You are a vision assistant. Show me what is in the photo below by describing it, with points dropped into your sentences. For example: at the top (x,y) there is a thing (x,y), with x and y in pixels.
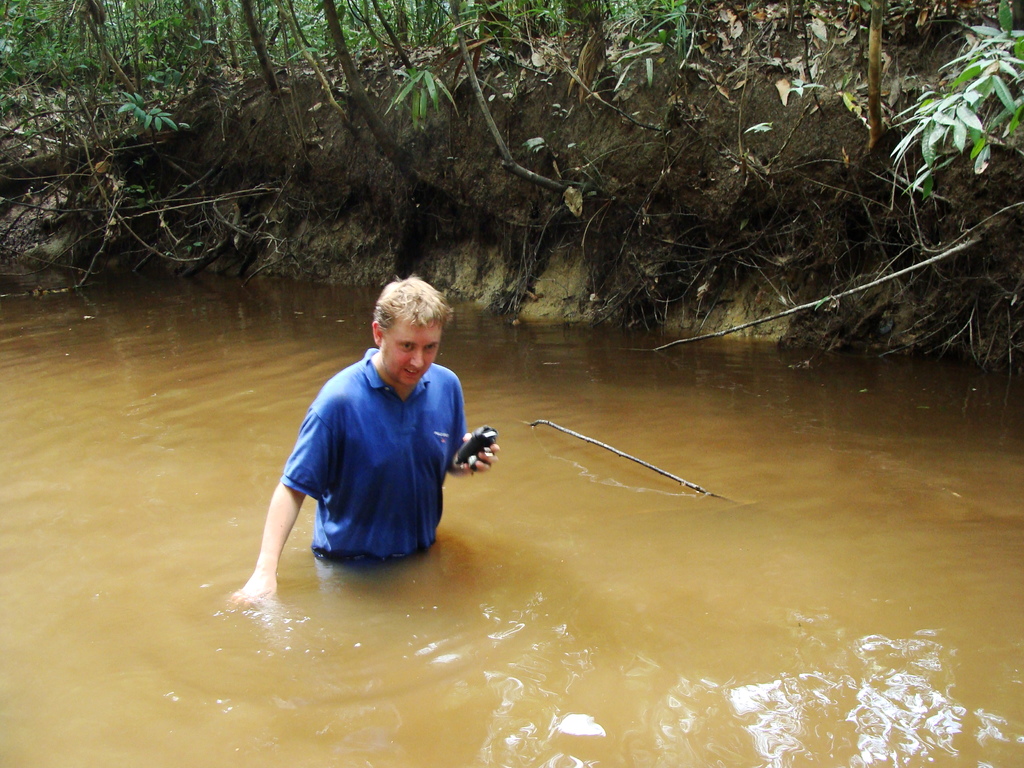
This image consists of a man (424,489) wearing blue T-shirt (385,472) is walking in the water (512,647). The water (477,673) looks muddy. In the background (95,53), there are plants (83,45) and trees (401,32).
